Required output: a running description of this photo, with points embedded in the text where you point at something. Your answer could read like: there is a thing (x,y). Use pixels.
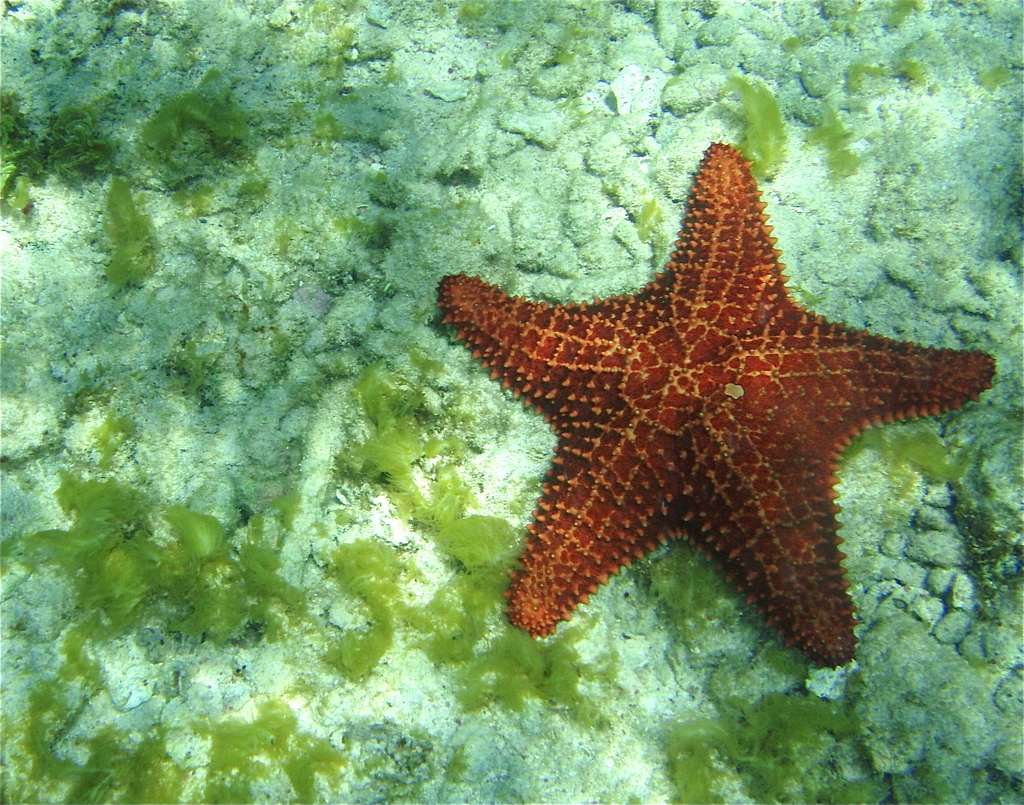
In this image we can see star fish (747,362) and coral (334,481).
